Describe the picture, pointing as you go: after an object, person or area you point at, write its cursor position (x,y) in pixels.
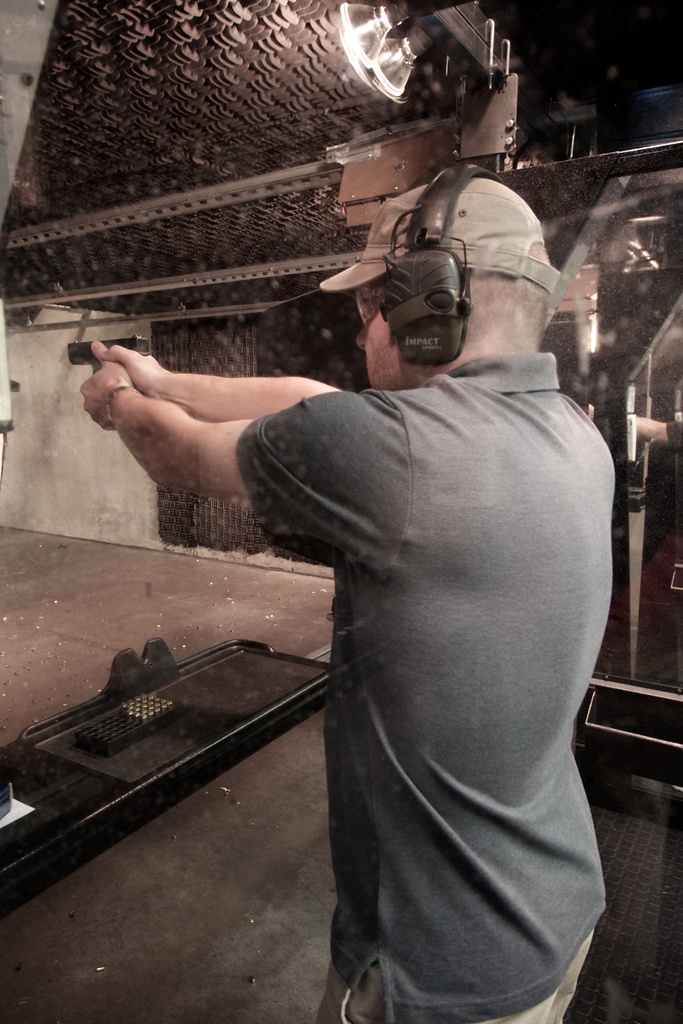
In this image a person (439,666) is standing on the floor (610,871). He is holding a gun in his hand (107,386). He is wearing a watch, headsets (417,319), goggles (363,299) and cap (533,240). There is a tray (87,746) on the bench (316,675).
